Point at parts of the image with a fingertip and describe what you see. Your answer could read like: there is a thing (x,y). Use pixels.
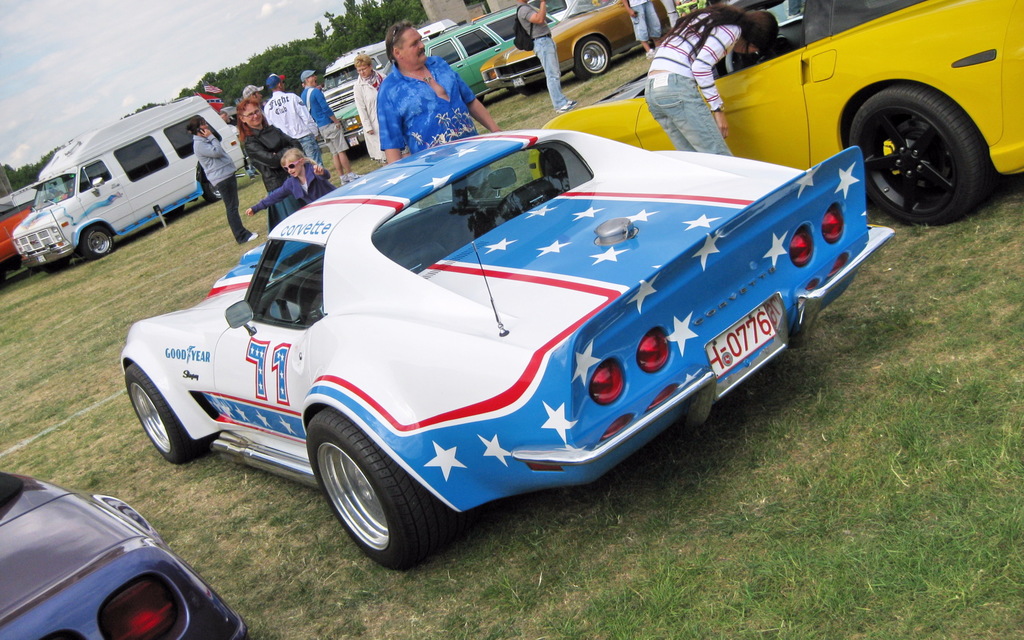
In this picture there is a car (338,261) in the center of the image (441,316) and there are cars (928,79) in the background area of the image (579,29), there is grassland (933,299) around the area of the image and there are people (272,76) at the top side of the image (322,99).
